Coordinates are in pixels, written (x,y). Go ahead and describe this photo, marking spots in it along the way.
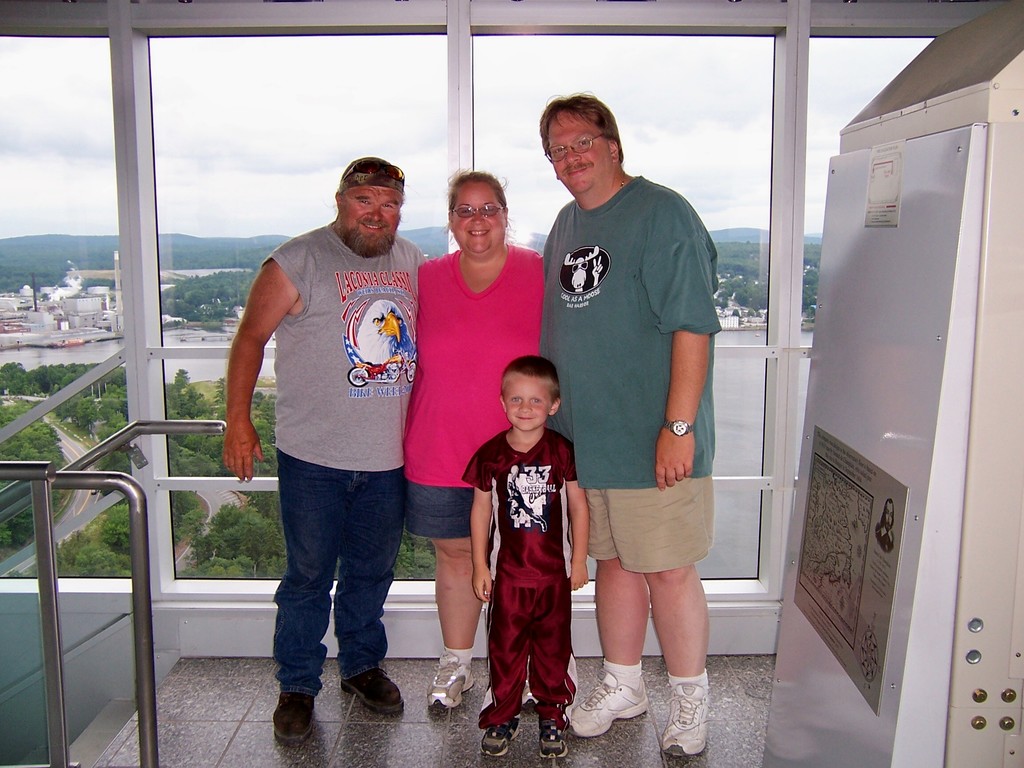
In this picture we can see few people (434,393) are standing and taking picture, behind there is a glass window (732,472).
